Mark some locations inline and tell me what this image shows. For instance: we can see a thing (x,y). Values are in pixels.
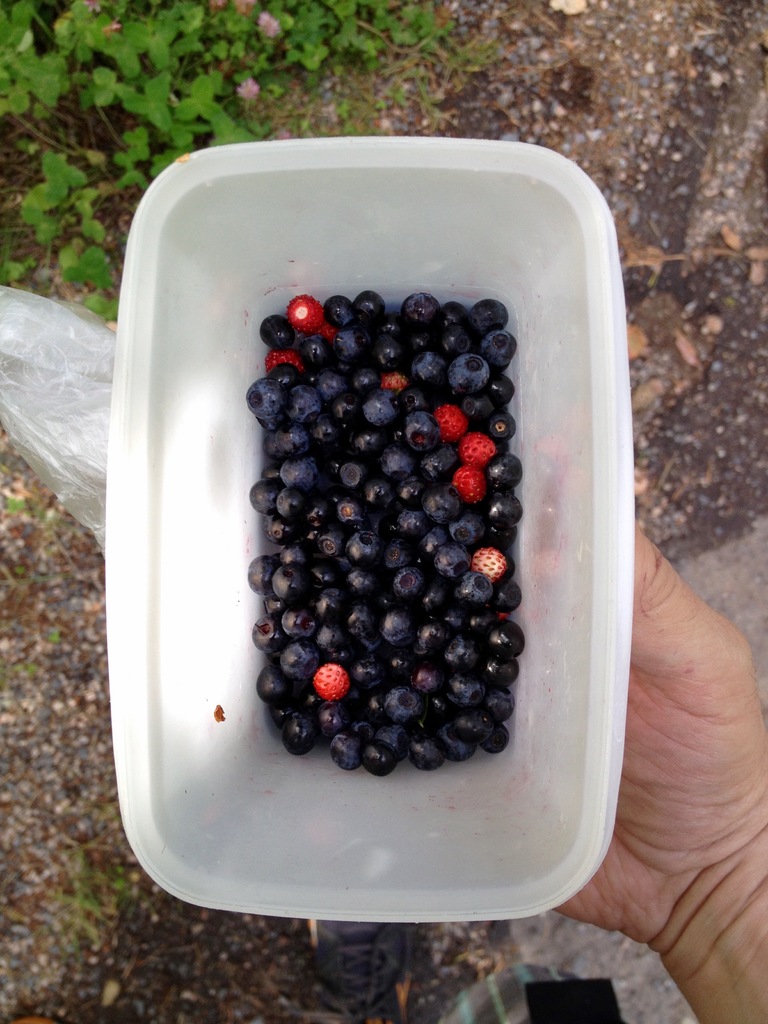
In this image in the center (374,573) there are berries (379,514) in the container (350,441). On the right side (685,793) there is a hand (683,866) holding the container (385,657). At the top (172,76) there are leaves (165,80) which are visible.
